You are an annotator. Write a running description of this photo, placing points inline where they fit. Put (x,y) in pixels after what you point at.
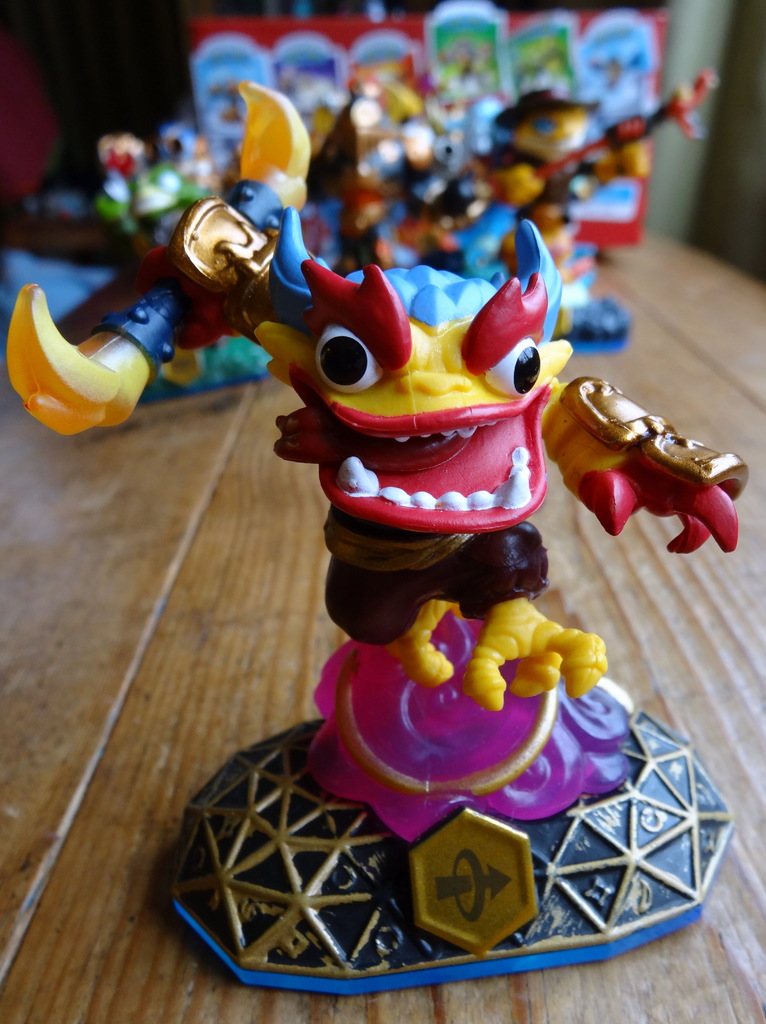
In this picture we can see few toys (458,166).
